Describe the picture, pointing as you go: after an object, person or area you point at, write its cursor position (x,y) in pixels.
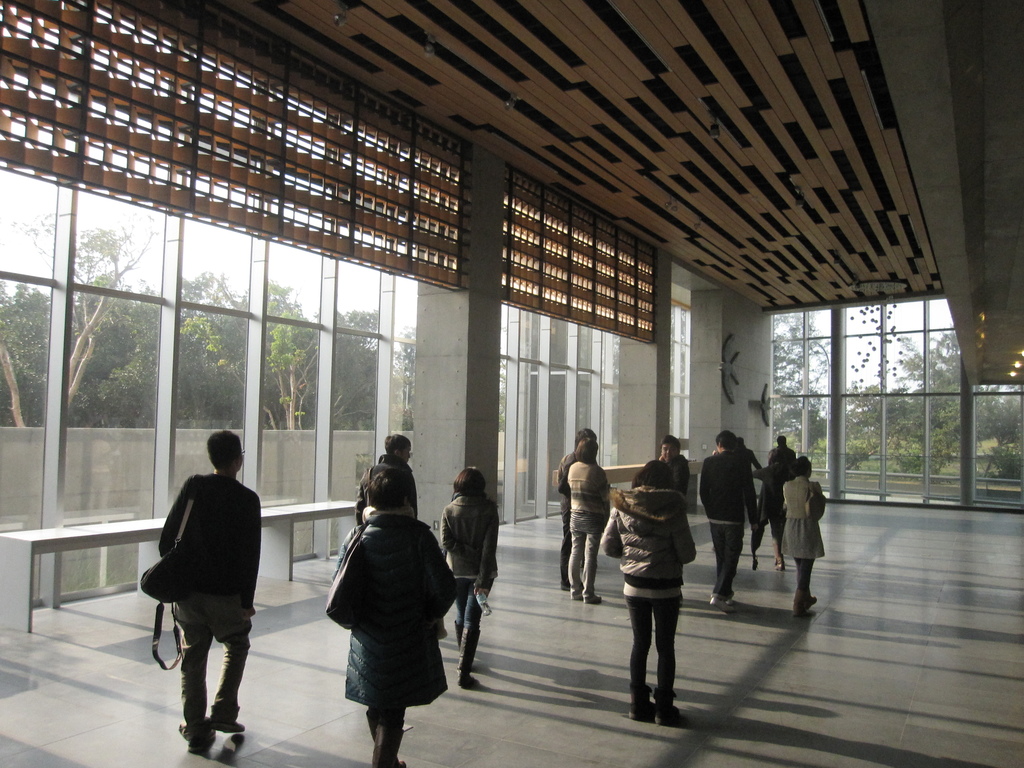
In this picture we can see there is a group of people (387,503) standing on the floor (556,555). Behind the people (254,560), there are glass windows (396,403). Behind the windows (366,428), there is a wall (270,450), trees (245,323) and the sky (231,255).
